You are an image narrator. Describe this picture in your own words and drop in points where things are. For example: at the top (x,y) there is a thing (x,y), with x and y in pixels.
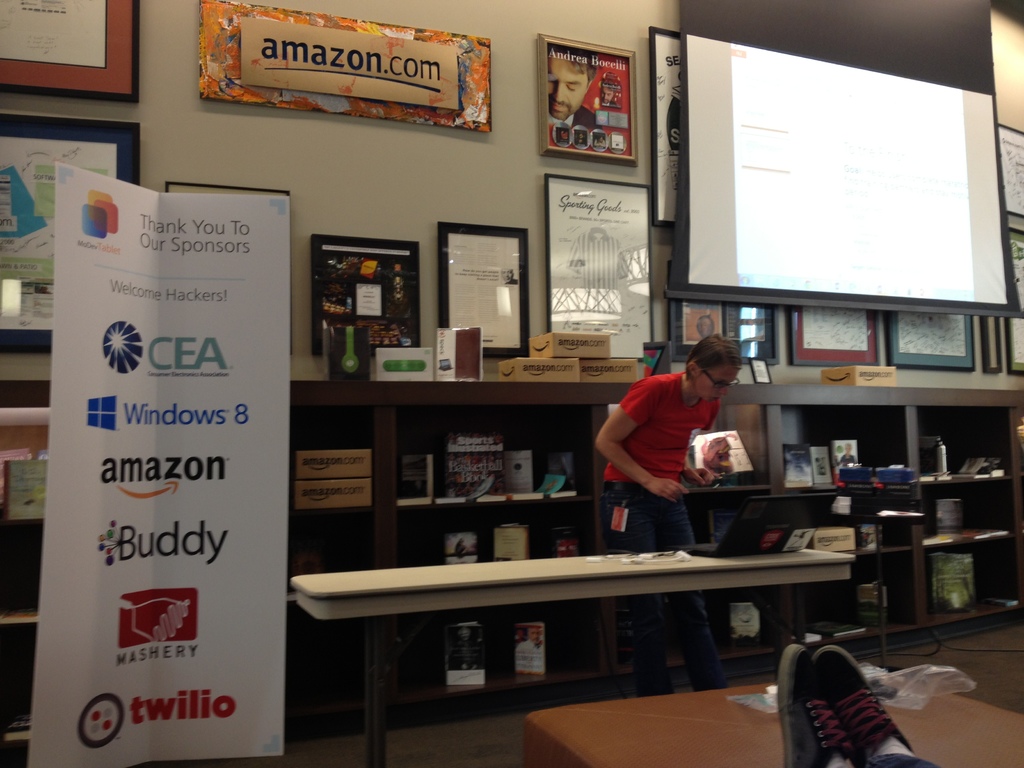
In this image we can see a woman (671,435) standing near the table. We can see a banner (95,509), photo frames (340,300) on wall (407,147), projector screen (688,197) and laptop (768,539).
